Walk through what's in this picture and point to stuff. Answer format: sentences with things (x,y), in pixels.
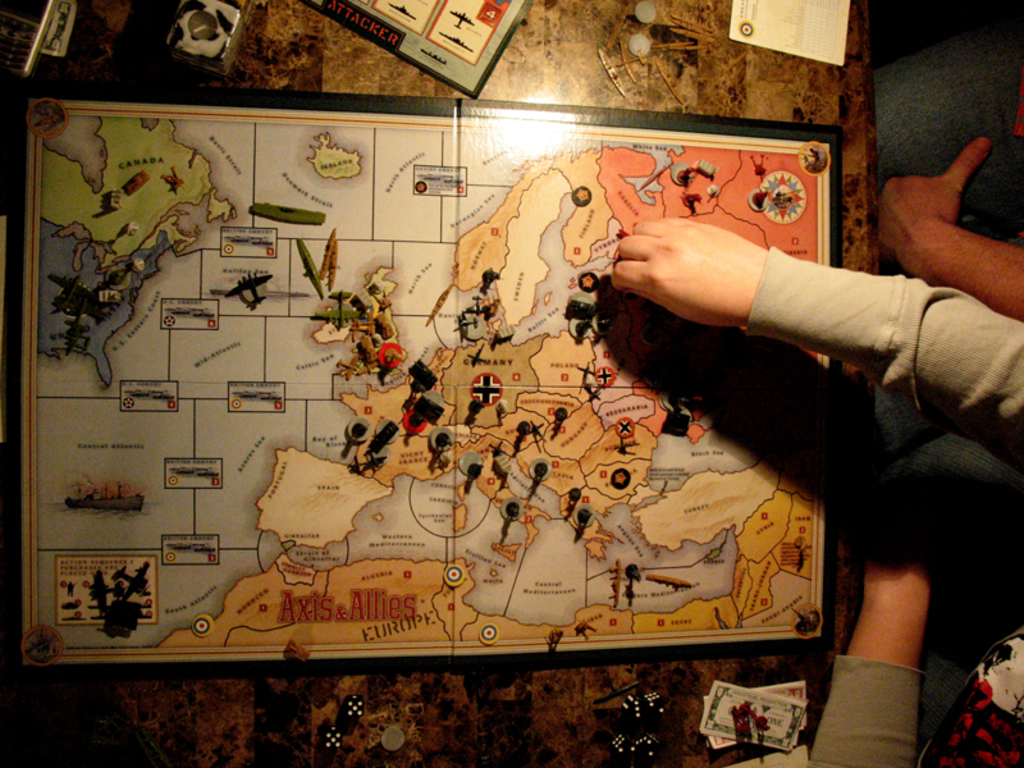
In this image we can see some frame (426,308) of map (794,215) and two people (941,361) are sitting and watching this, and some pieces (387,734) are placed at the bottom (642,714).
